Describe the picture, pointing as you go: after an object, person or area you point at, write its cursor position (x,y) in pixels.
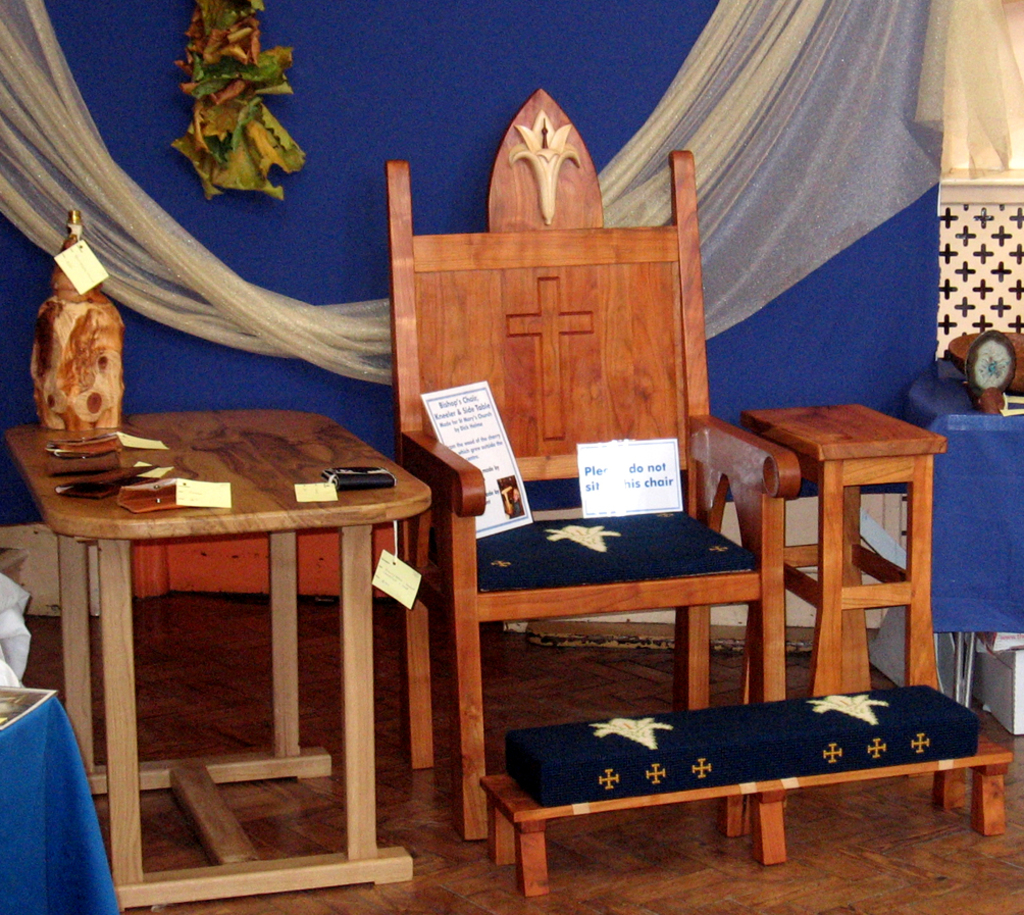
In this image we can see a chair (602,529) and tables (424,491) on which there are few objects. Behind the chairs (473,301) we can see a blue background (274,382) where a cloth (63,96) and an object (204,79) hanging on it. On the right side (997,523), we can see a wall (975,238) and a table (988,461) on which there are few objects (999,398). In the bottom left (30,773) we can see blue cloth (43,788).
